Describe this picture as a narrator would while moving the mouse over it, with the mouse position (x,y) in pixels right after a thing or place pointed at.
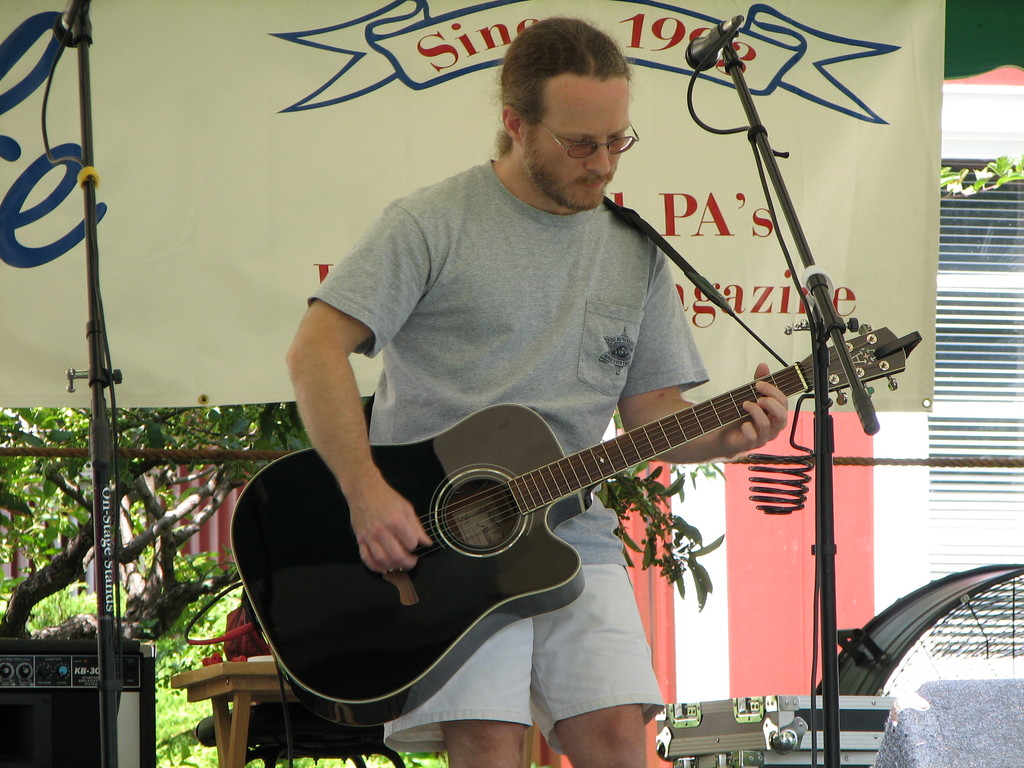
In this picture a man (459,258) is standing and playing a guitar (592,451), he is wearing a t-shirt (500,273), and here is a hoarding (253,107), and here is a microphone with the stand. here is the table (235,696) and at the back side (189,576) there are trees (121,486).
